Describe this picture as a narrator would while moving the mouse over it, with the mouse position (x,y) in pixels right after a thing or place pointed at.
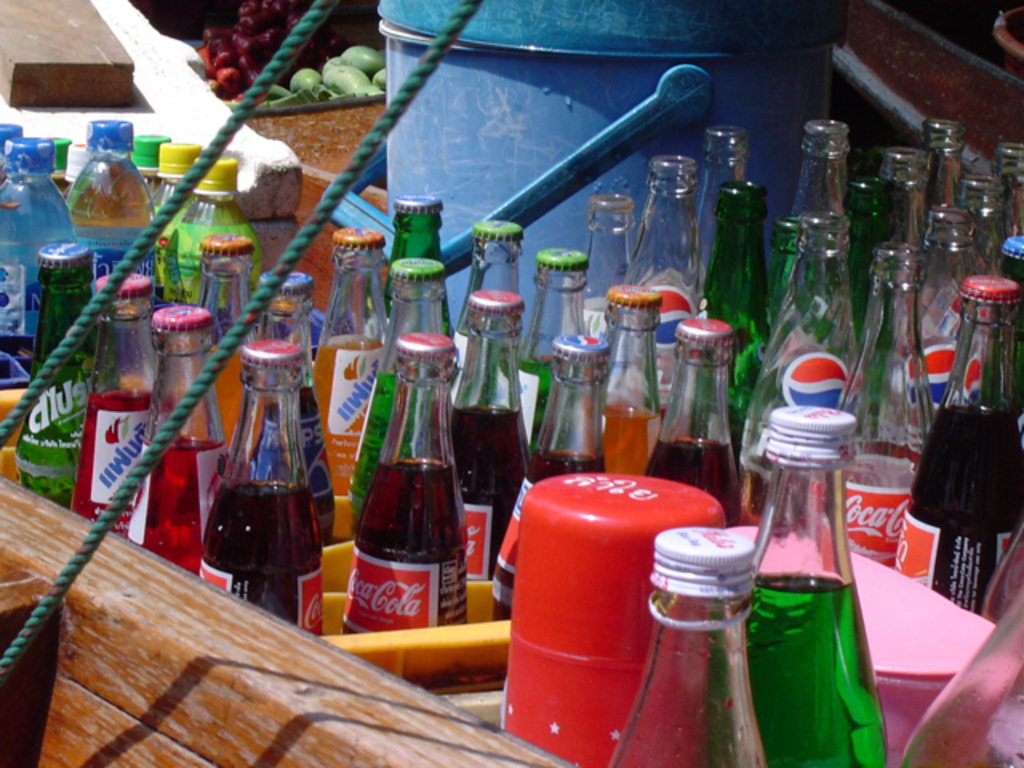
This is a picture where we can see a lot bottles (100,445) of coca cola and the lids (444,359) of them are in green, silver, red and blue in color and also there is a thread (302,34) and some vegetables (304,84) behind them and a wooden thing (120,63).
